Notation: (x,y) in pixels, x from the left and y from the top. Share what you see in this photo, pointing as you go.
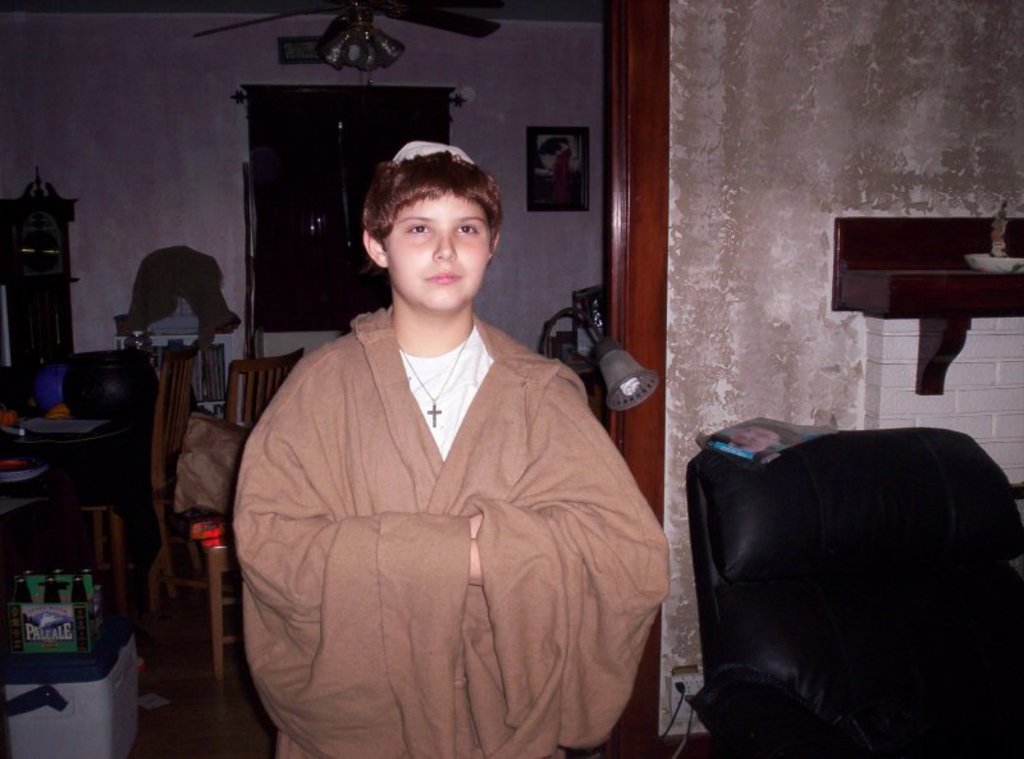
In this image we can see a person (456,613) standing, there are chairs (237,365), a box (89,682), a picture frame (570,152) on the wall (497,118) and few other objects (102,354) in the background (182,415) and beside the person (577,382) there is a light (622,356), a chair (796,508) with an object (768,437) on it and there is a shelf (939,290) with an object (994,249) to the wall (829,150).
